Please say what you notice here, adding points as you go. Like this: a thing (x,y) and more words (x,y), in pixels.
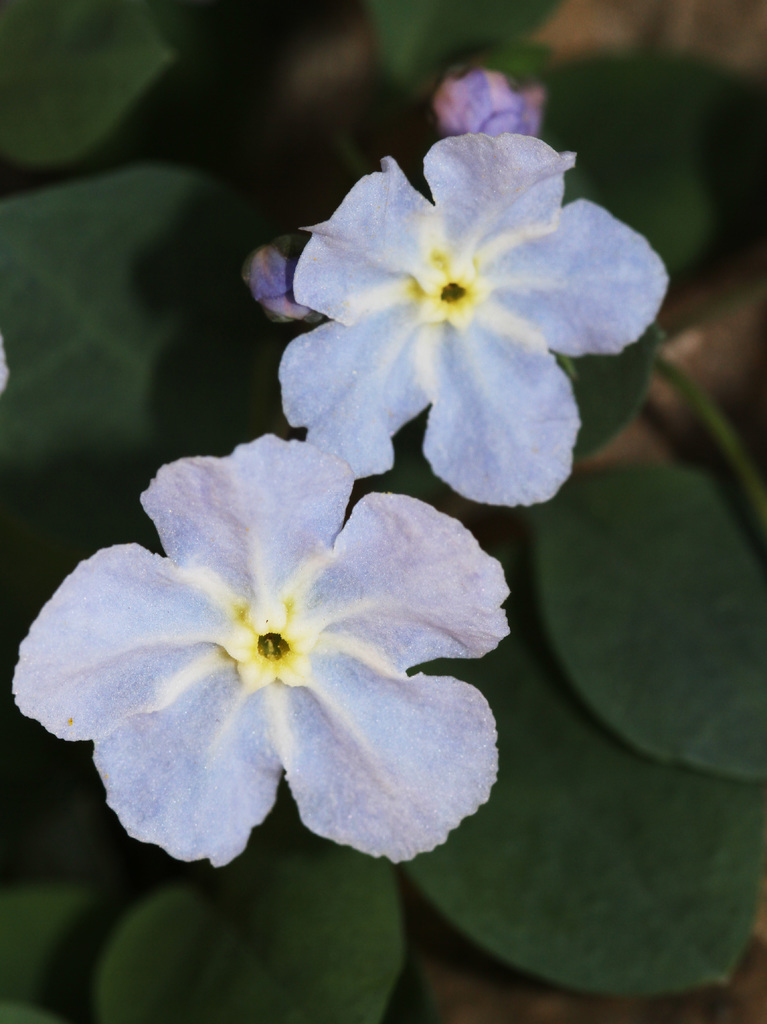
In this image there is a plant (383,257) having few flowers (393,270), buds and leaves (762,618).
